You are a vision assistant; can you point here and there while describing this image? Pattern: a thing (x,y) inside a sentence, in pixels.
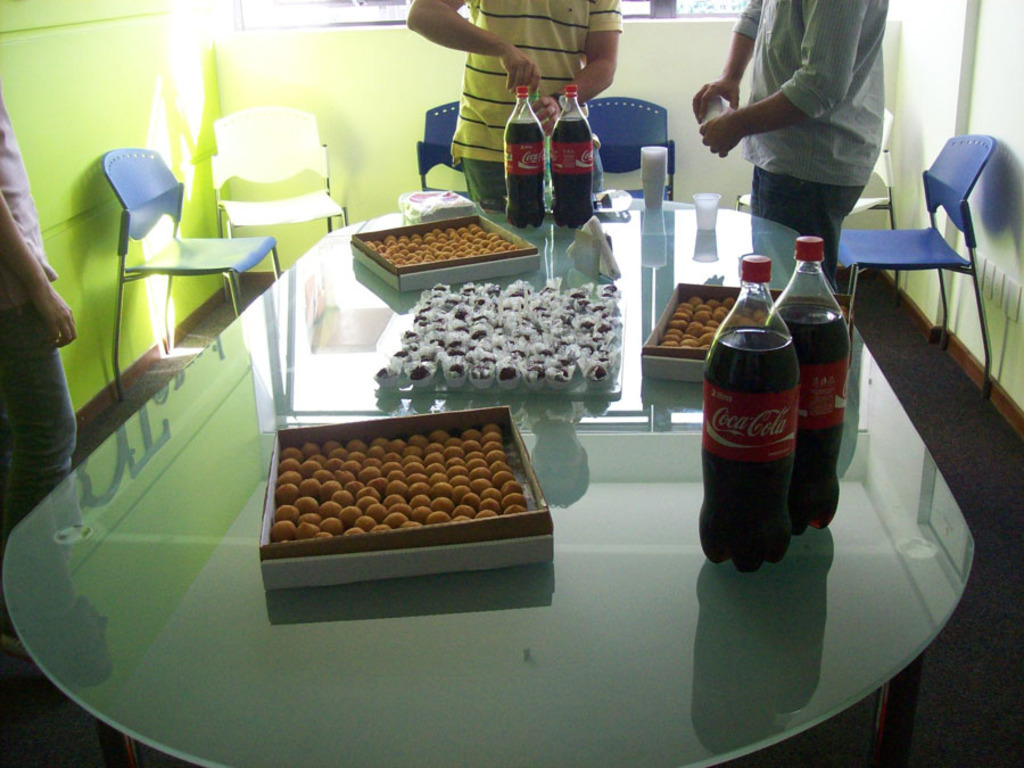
As we can see in the image there is a yellow color wall (92,56), window (313,18), three people (793,81) standing over here and there are chairs (607,137) and tables (167,392). On table (167,392) there are bottle (746,441), glasses (653,203) and sweets (484,366).
